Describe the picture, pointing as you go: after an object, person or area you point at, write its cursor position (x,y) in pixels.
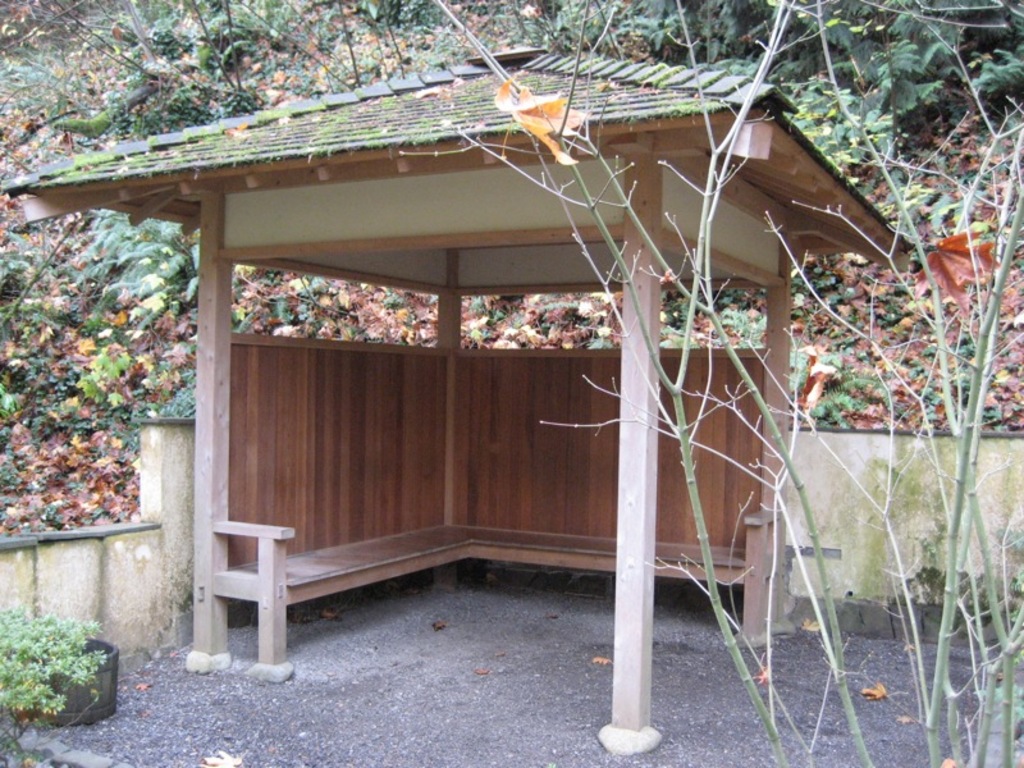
In this image in the center (467,378) there is a shelter (470,390). In the background (845,152) there are trees (851,150) and there are dry leaves (865,163). In the front (48,641) on the left side (45,664) there are leaves (3,697). On the right side (953,541) there is dry plant (959,606).
